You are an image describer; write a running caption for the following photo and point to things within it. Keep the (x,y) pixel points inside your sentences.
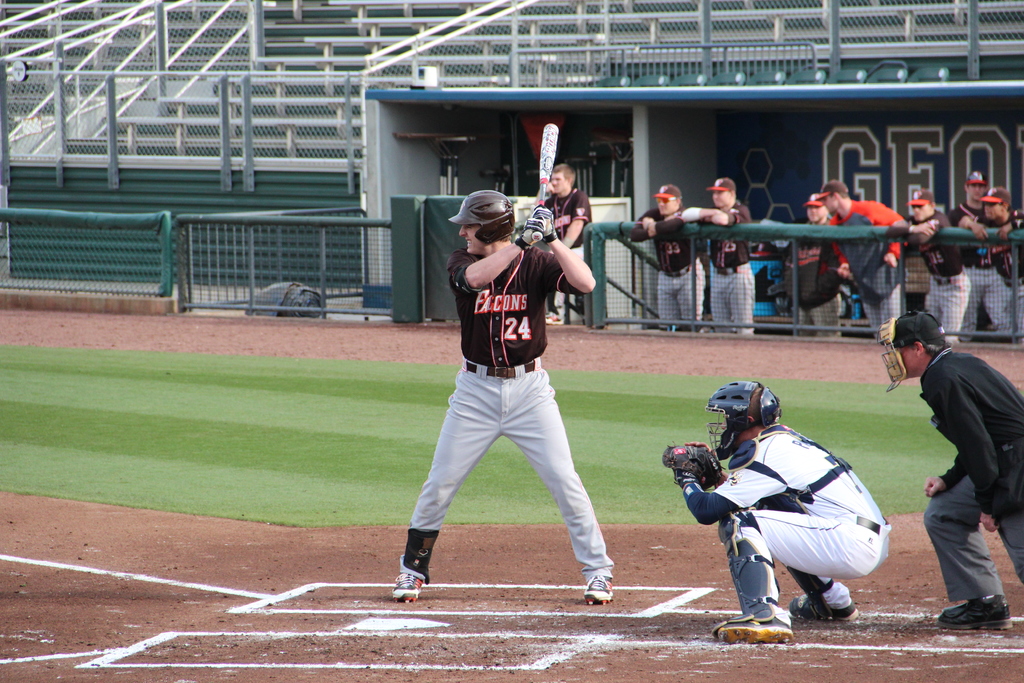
In this image I can see few people (449,414) on the ground (446,389). One person (468,364) is holding the baseball bat (546,157) and these people (518,336) are wearing the different color dresses (543,394). In the back (860,249) I can see few people (737,256) are standing behind the railing (848,240). To the left (187,18) I can see the stairs (178,150). And also there is a banner (748,177) in the back (879,159).
